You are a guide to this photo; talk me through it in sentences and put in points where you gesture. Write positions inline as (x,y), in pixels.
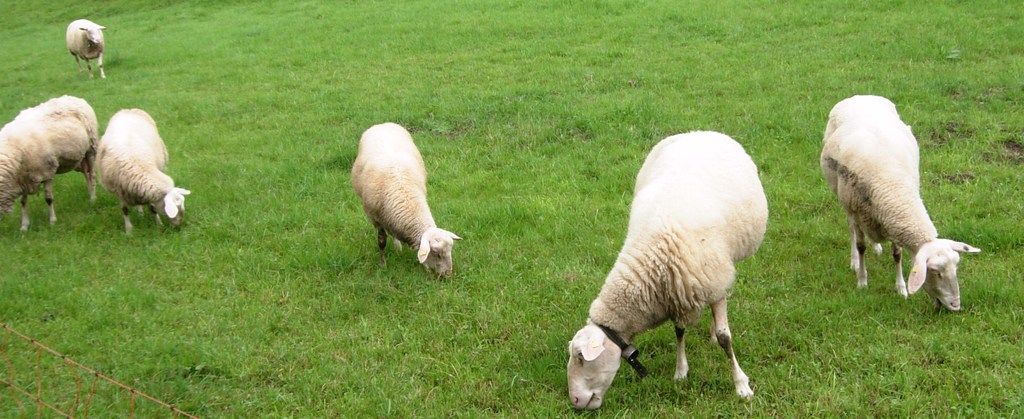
In this image we can see some animals (601,366) and there is some grass (662,369) on the ground (609,195).
